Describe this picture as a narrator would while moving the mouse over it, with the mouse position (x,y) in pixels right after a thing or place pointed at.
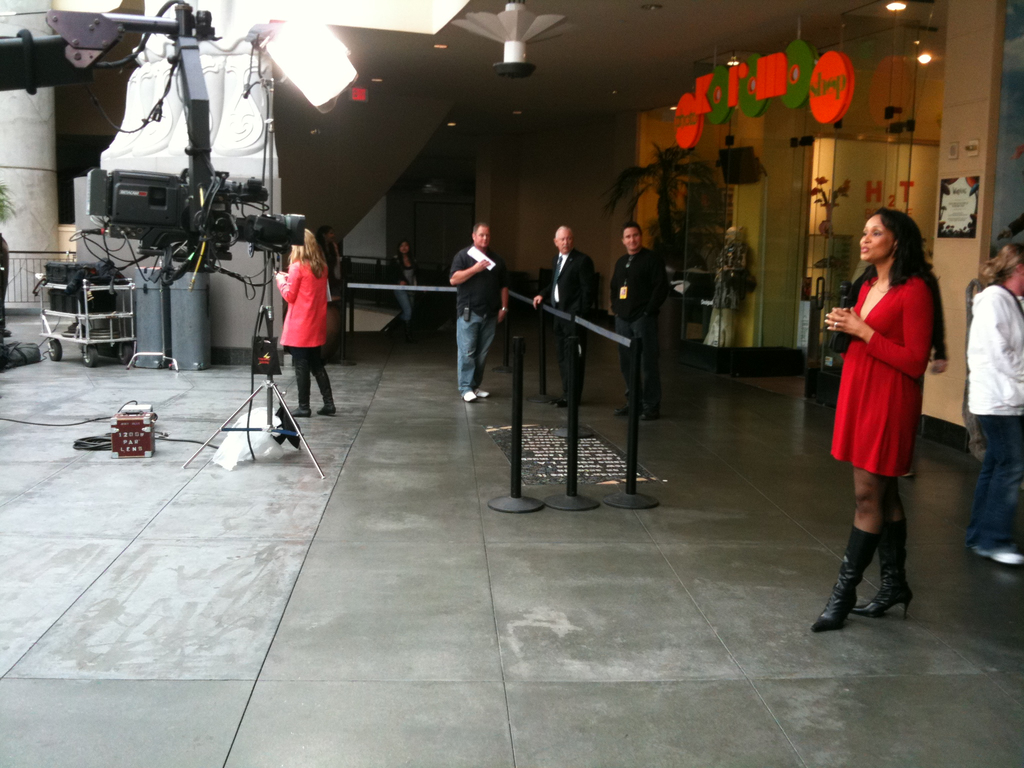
In this image I can see number of people (306,287) are standing. I can see two of them are wearing red colour dress (885,344) and three of them are wearing black. I can also see a camera (149,193), a light (300,67) and here I can see few red colour things (133,418).
